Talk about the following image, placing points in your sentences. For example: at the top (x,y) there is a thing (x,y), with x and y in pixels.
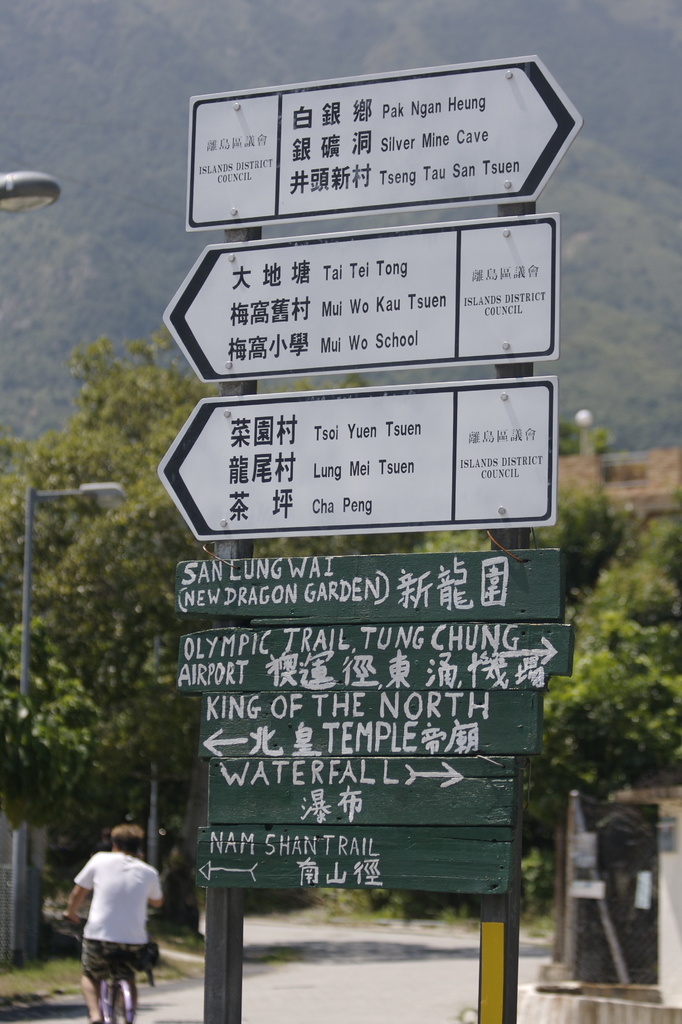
In the center of the image (258,566) we can see sign boards (342,664). On the left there are poles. At the bottom (150,973) there is a person (122,907) riding a bicycle (126,1004). In the background (118,652) there are trees (611,657).
